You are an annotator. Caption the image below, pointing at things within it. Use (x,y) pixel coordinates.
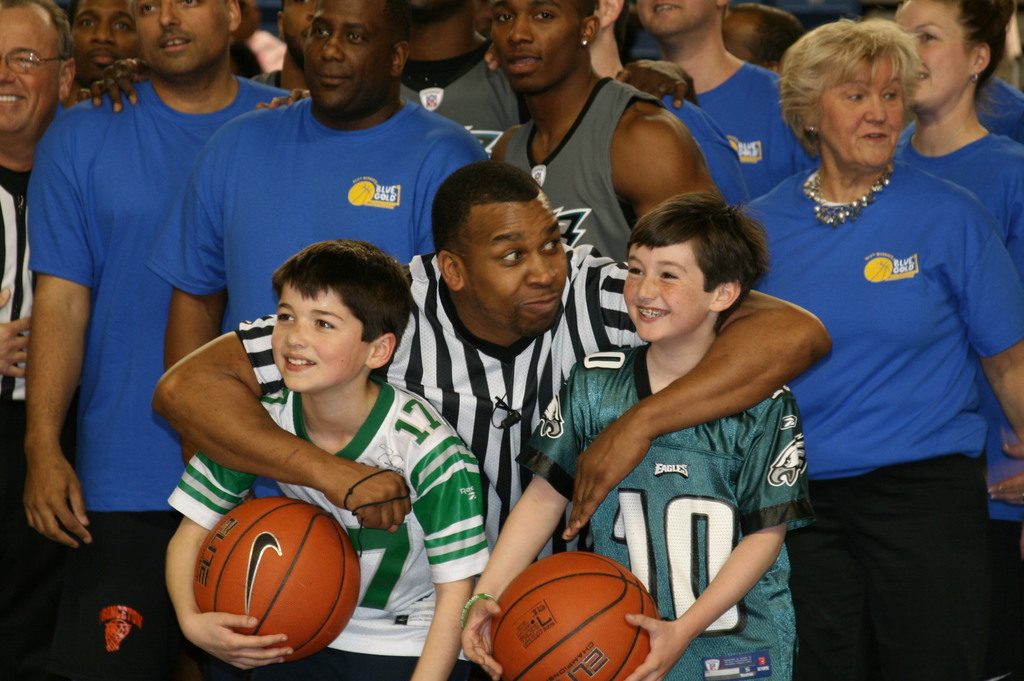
In this picture I can see the two children (425,514) holding the balls (335,608) in the foreground (343,607). I can see a few people (463,336) in the background (516,164).
